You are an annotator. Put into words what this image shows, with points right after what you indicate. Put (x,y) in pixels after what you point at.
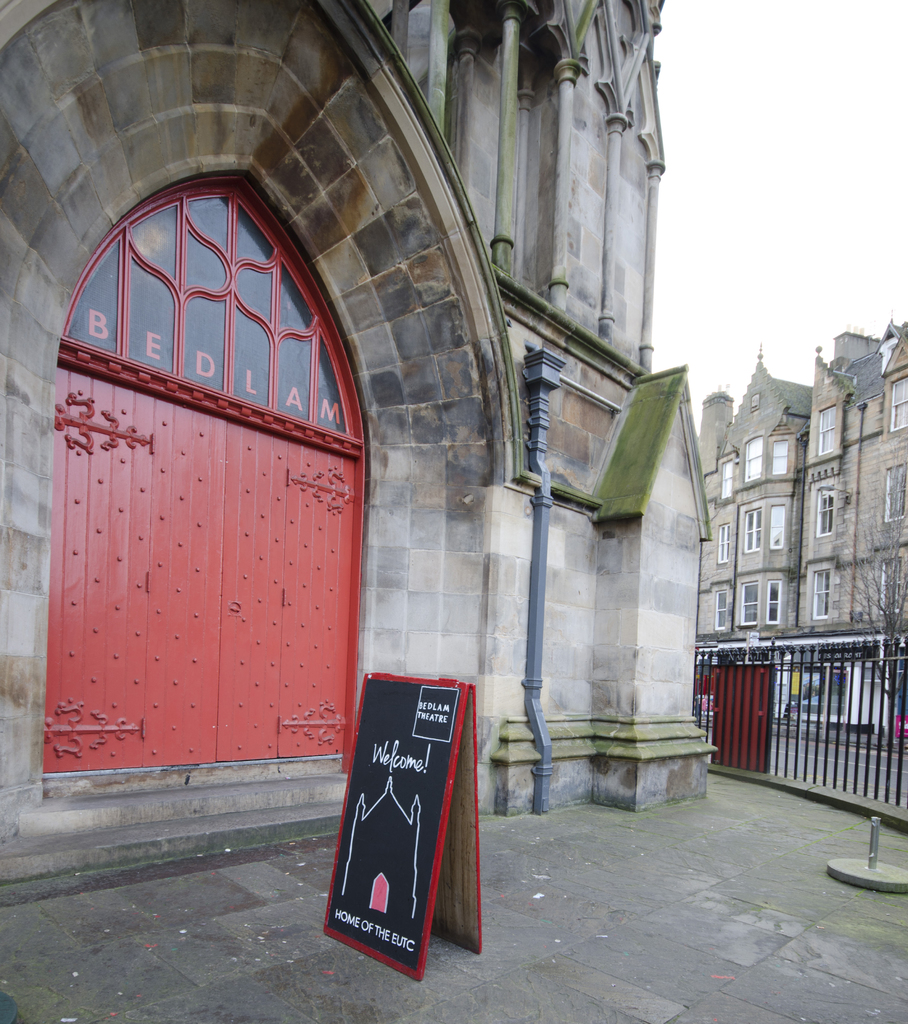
This picture is clicked outside. In the foreground (444,847) we can see the text (399,760) and some picture (405,837) on the board (406,809) and we can see the metal fence (798,697), buildings (679,414), door (170,562), windows (755,590) of the buildings (446,546), we can see the text (226,371) on the door (339,388). In the background (789,190) we can see the sky (751,198) and some other objects (886,611).
